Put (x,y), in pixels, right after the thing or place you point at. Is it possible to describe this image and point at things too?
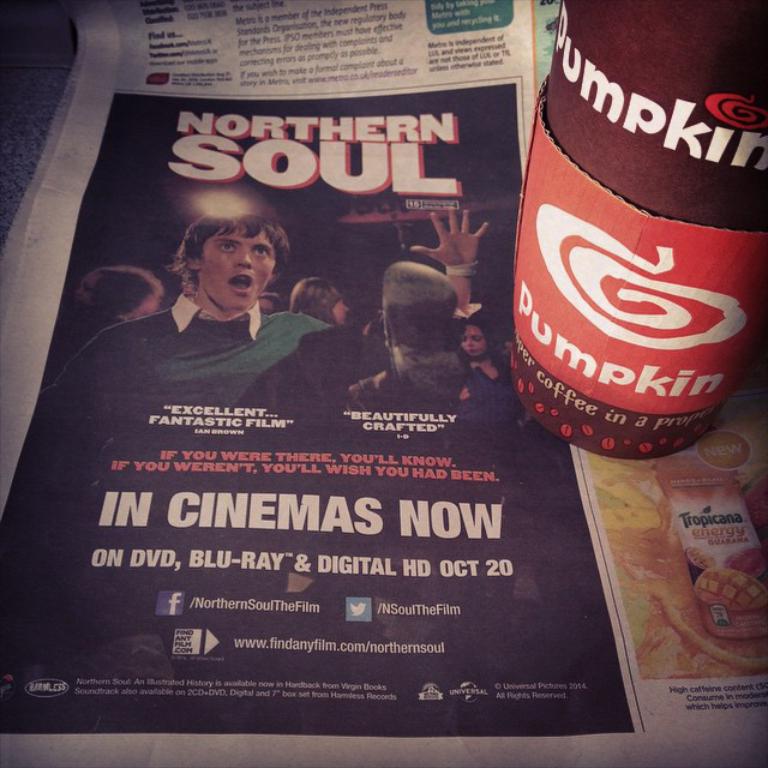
In this image we can see a newspaper (400,272) with some text (413,186) and pictures (386,350). To the right side (642,307), we can see the cups (660,276) with cardboard (627,326).
